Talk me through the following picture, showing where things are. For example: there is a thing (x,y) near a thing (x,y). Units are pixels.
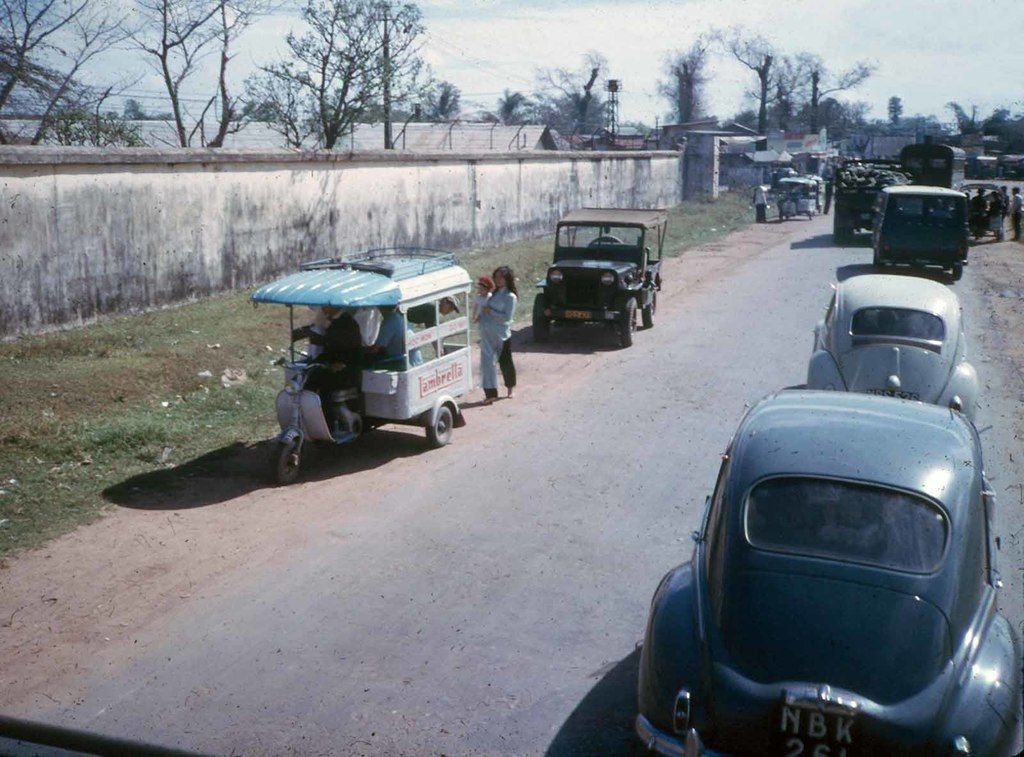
In the picture I can see vehicles (784,476) on the road (574,379) and people (493,297) standing on the ground (531,334). In the background (479,217) I can see trees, fence (482,170), the grass (472,247), the sky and some other objects (740,161).
